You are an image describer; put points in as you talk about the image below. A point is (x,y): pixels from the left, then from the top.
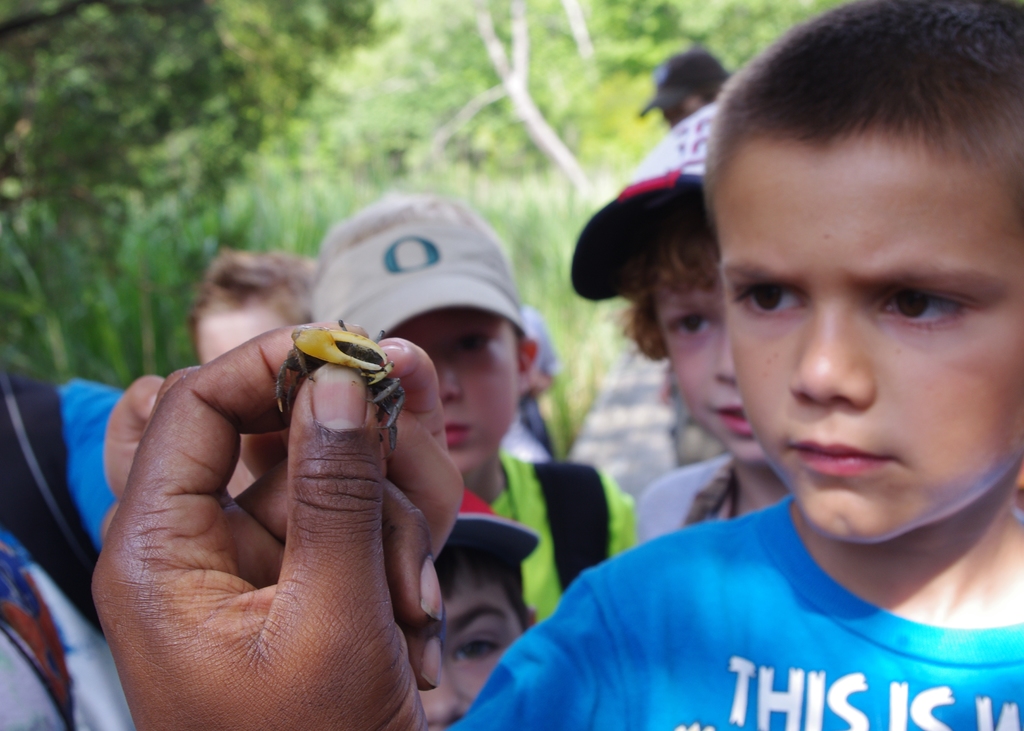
In this image, I can see a person's hand (203,682) holding a crab (310,366). There are group of people (479,337). In the background (553,149), I can see the trees (273,68).
